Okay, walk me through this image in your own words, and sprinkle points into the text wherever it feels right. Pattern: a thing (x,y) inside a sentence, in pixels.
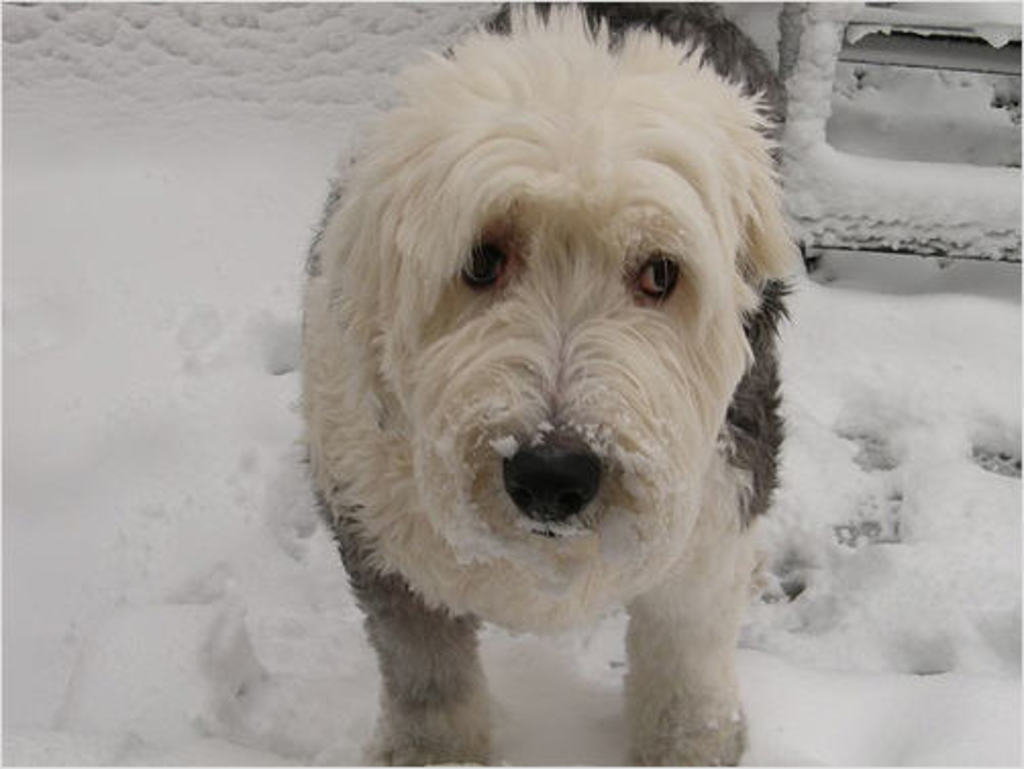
In this image, there is snow (96,292) on the ground (96,292) which is in white color, at the middle (376,328) there is an animal (371,340) standing, at the right side (792,177) there is an object (805,42) placed.
